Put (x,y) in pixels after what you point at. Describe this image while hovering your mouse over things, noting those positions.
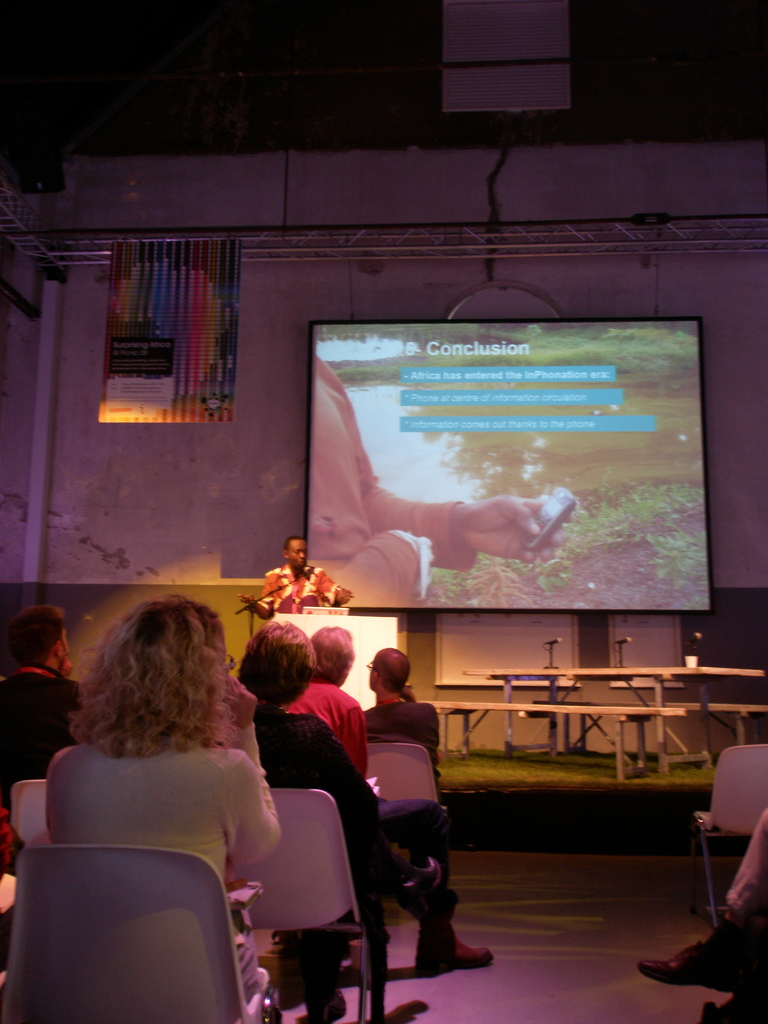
People (331,732) are sitting on the chair (300,854), here there is screen (492,501) and the person (272,576) is standing and this is wall (515,220).
